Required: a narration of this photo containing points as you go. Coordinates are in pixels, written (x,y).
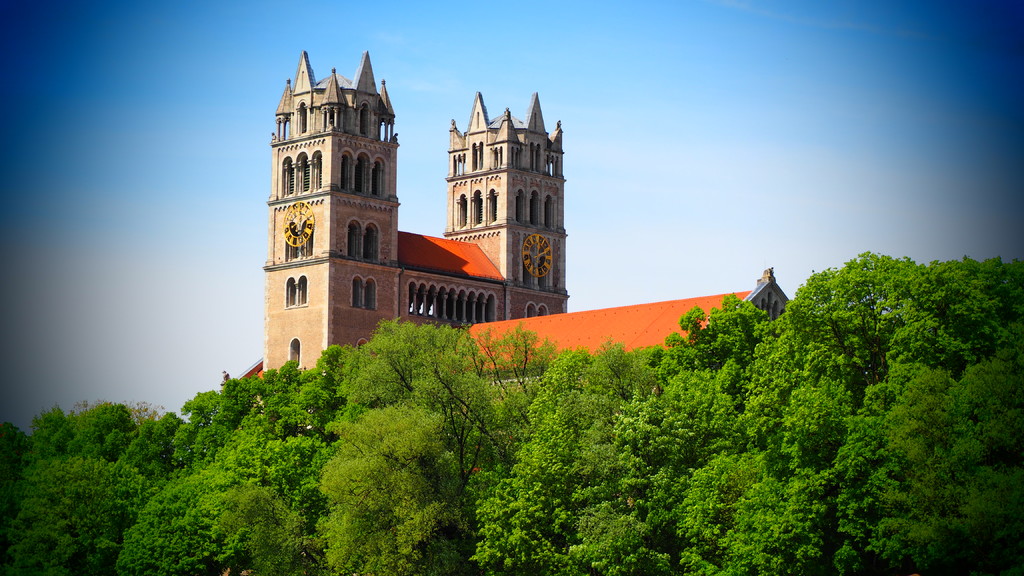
In the center of the image (446,272) we can see building (551,264), clocks (534,247), roof (610,323). At the bottom of the image (606,503) trees (436,487) are there. At the top of the image (206,102) there is a sky (263,226).
